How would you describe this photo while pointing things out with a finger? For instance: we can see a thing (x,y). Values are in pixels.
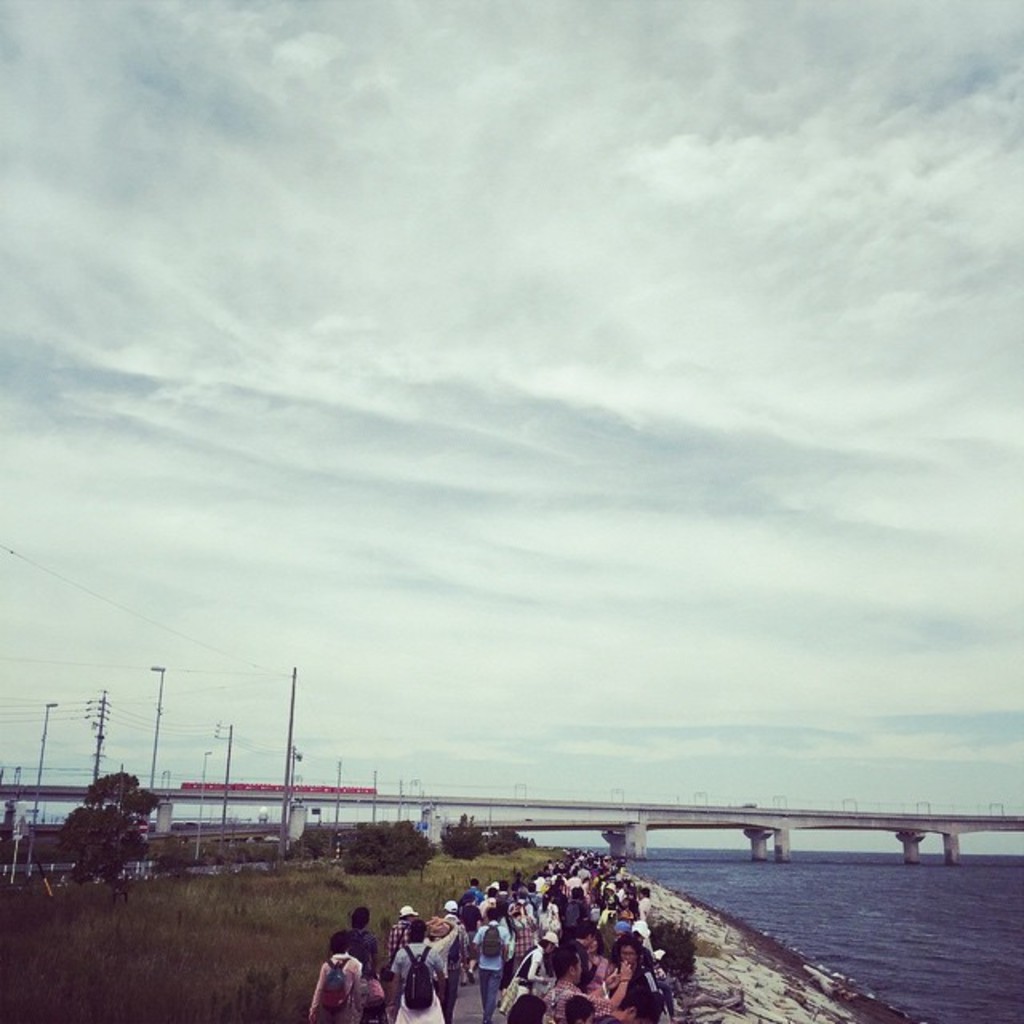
In this image we can see people (575,864) walking on the road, grass (424,896), bridge (630,813) over the river (679,866), electric poles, electric cables (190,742), trees (123,832) and sky (541,642) with clouds (465,642).
